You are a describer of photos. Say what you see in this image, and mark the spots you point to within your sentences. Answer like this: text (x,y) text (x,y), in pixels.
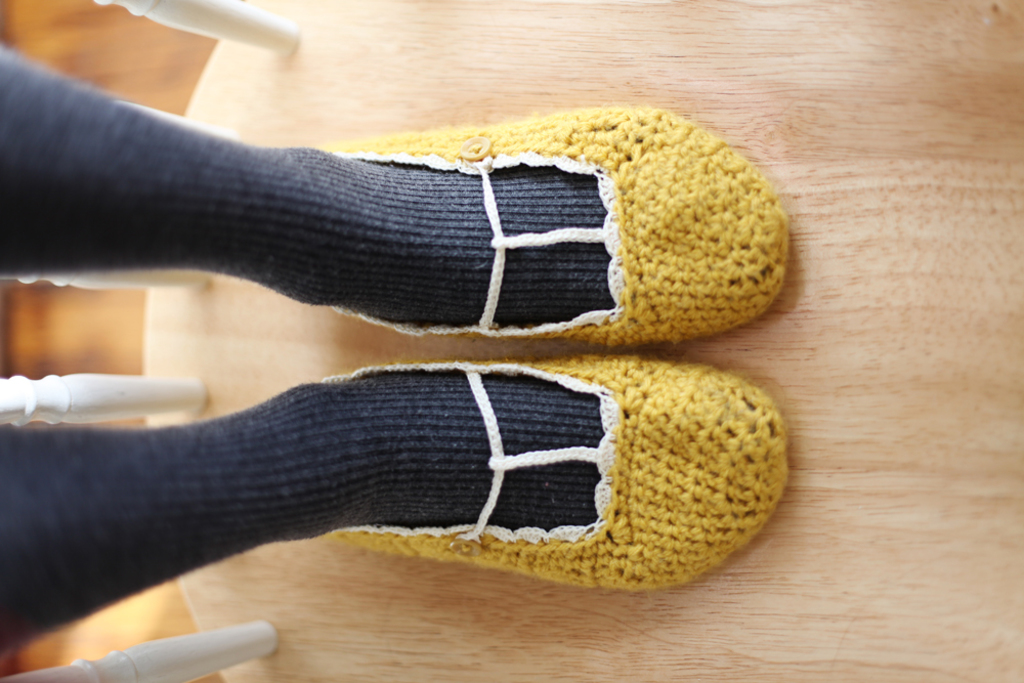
In this picture, we see the legs (248,267) of a person (251,245) wearing black socks (345,434) and yellow shoes (652,207). These shoes (600,331) are made up of wool (633,395). In the background (578,592), we see a wooden floor (134,76).
